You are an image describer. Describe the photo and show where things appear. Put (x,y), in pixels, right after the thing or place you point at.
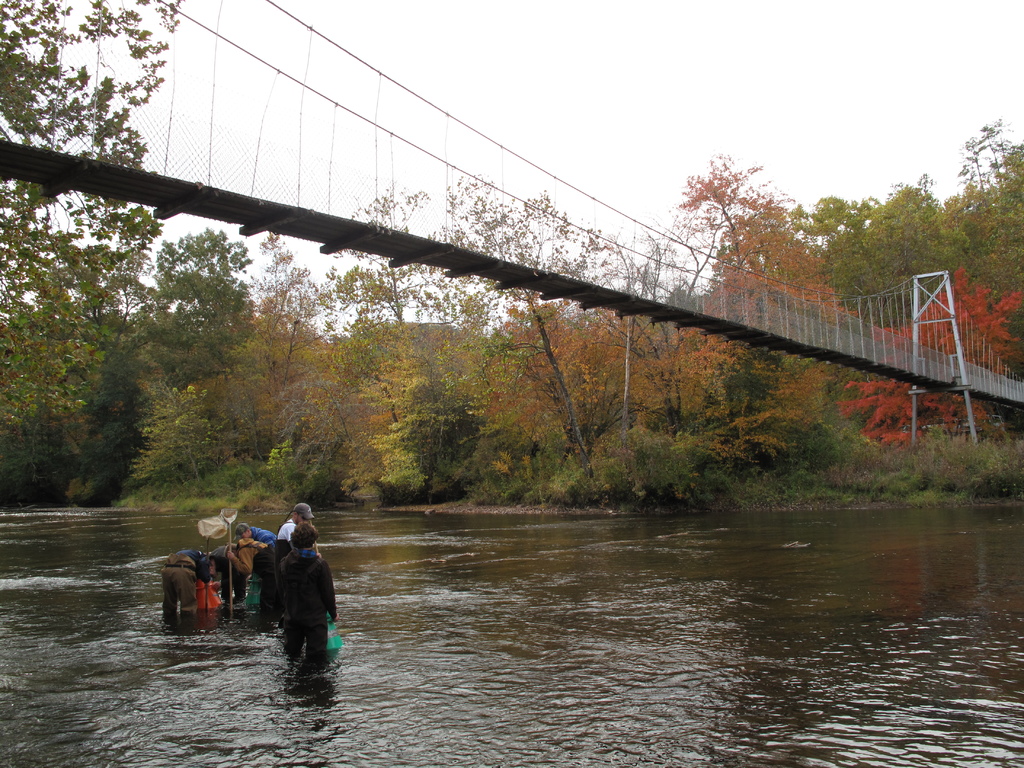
At the bottom of this image (579,671) there is a river (702,712). On the left side (249,564) few people (281,603) are standing in the water (233,650). At the top of the image (232,197) there is a bridge (356,201). In the background (435,383) there are many trees (519,374). At the top of the image (654,59) I can see the sky (364,96).
